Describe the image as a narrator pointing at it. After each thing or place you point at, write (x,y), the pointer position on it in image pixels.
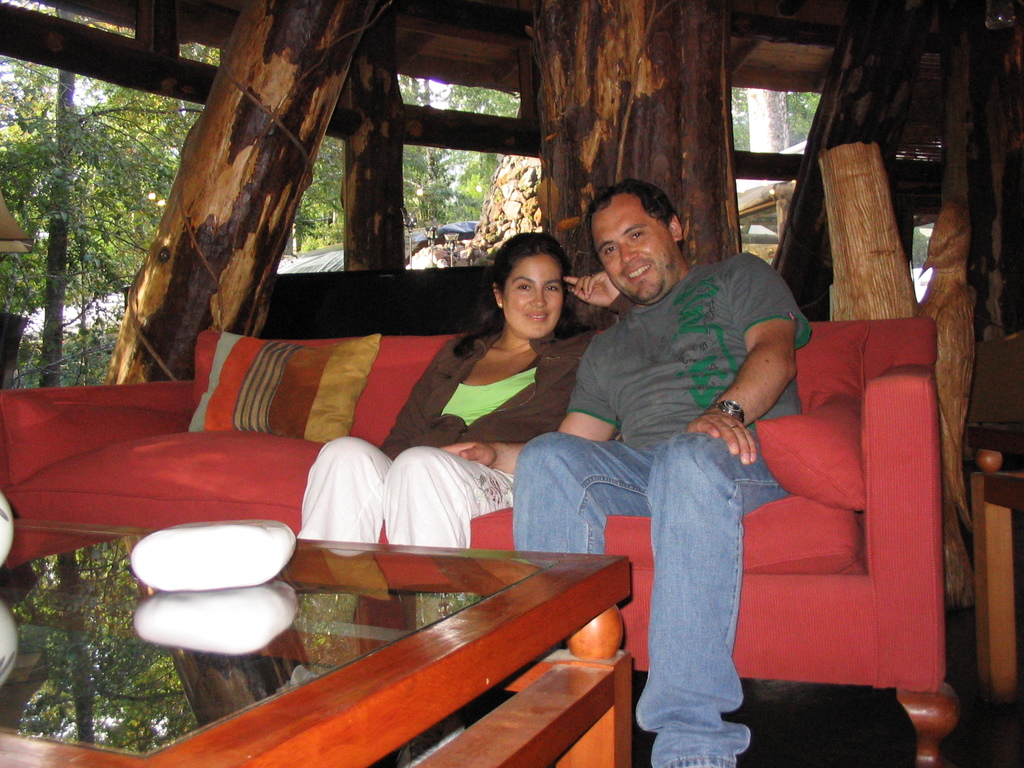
It is an indoor area (580,405) there is a red color sofa (856,513) on which a man (747,456) and woman (520,381) are sitting both of them are laughing, in front of them there is a table (543,652) behind them there are some wooden logs (851,104) and in the background (156,192) there are trees (120,160) and sky (26,95).
